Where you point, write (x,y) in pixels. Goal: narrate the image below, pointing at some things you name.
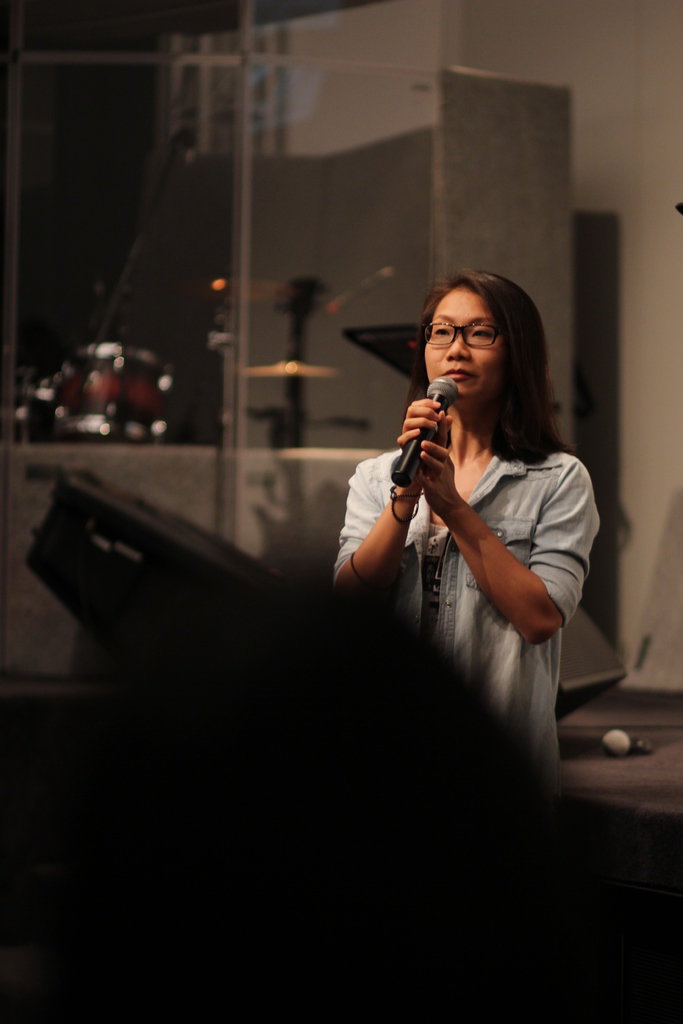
In the picture I can see a woman (439,525) is holding a microphone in hands (440,488) and wearing spectacles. In the background (561,173) I can see objects (574,704). The background of the image (457,159) is blurred.
